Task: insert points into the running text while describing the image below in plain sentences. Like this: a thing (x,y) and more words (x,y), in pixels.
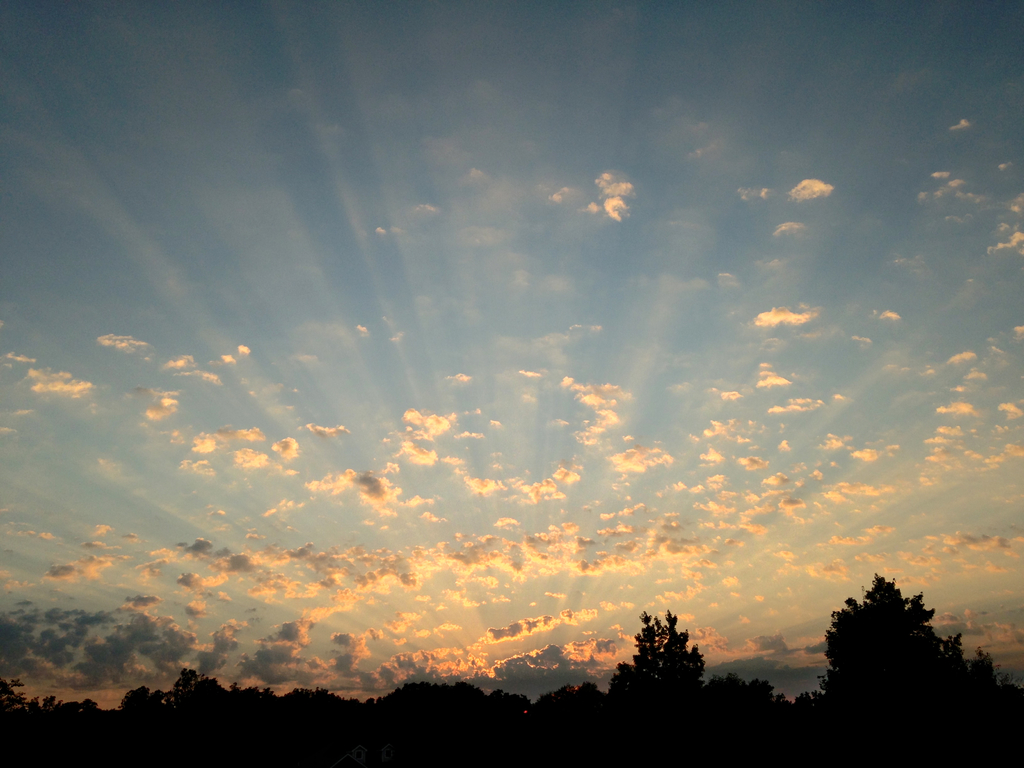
In this picture we can see trees (835,684) and we can see sky (701,579) with clouds (778,638) in the background (800,652).
